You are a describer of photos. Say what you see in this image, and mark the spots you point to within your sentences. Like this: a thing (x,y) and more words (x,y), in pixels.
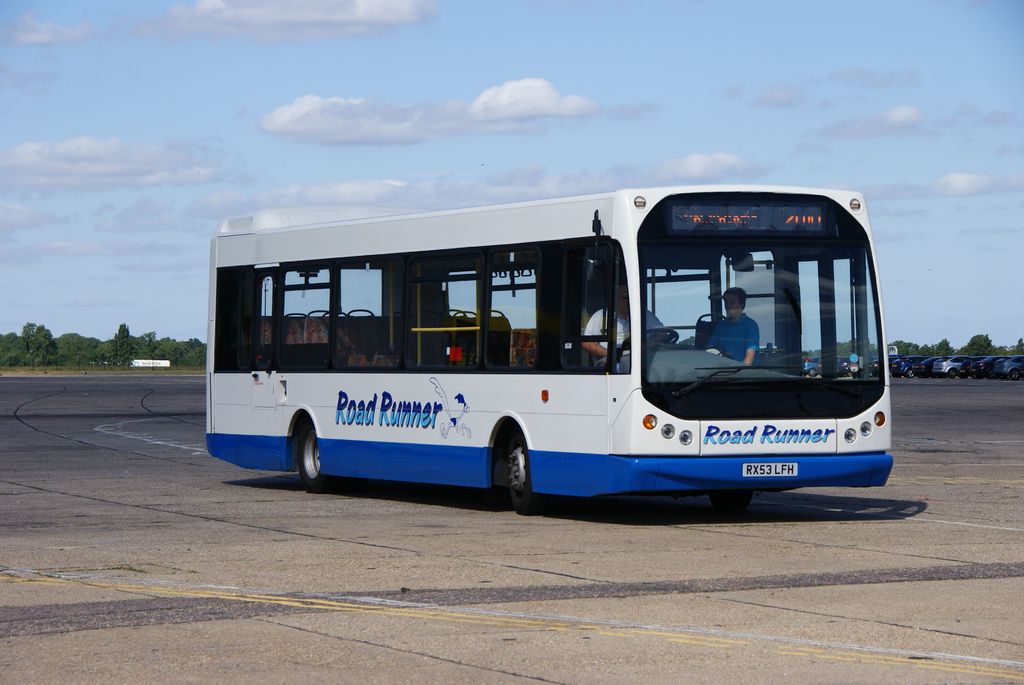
In the center of the image (468,343) a bus (472,313) is there. In bus (605,330) two persons (617,293) are sitting. In the background of the image (98,343) we can see trees (976,351) and some cars (896,361) are there. At the bottom of the image (161,563) road (249,507) is there. At the top of the image (408,115) clouds (408,115) are present in the sky (408,115).
